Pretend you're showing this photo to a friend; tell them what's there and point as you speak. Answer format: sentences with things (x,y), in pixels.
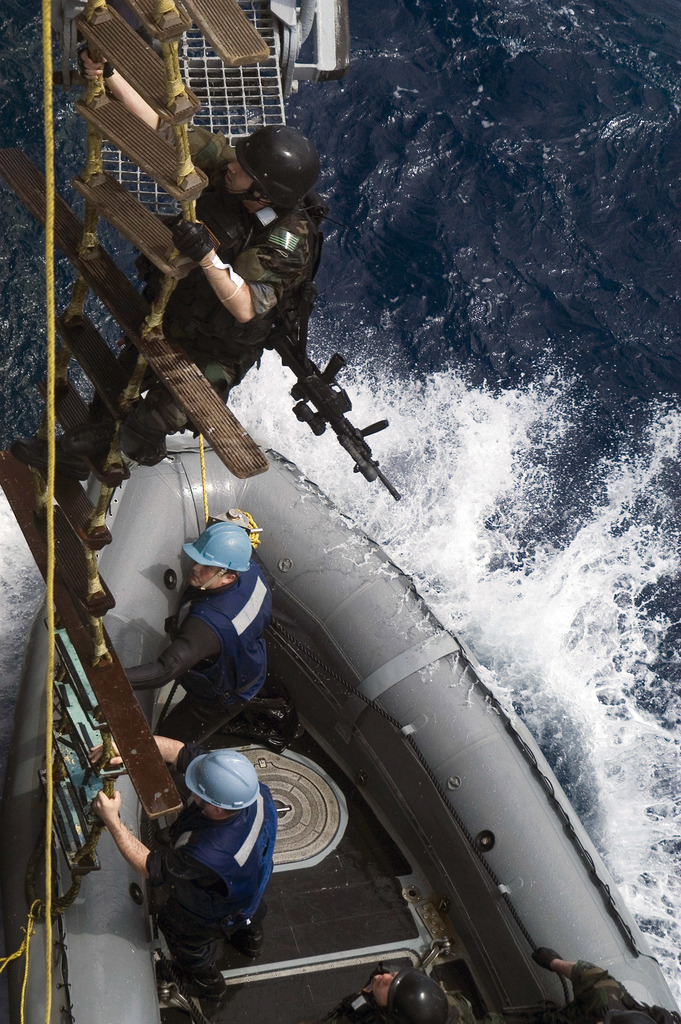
In this image I can see few persons (258,877) on a boat (384,839). There is a person (188,299) climbing the rope ladder (127,379). There is water (420,232) and there are some other objects (203,93).
